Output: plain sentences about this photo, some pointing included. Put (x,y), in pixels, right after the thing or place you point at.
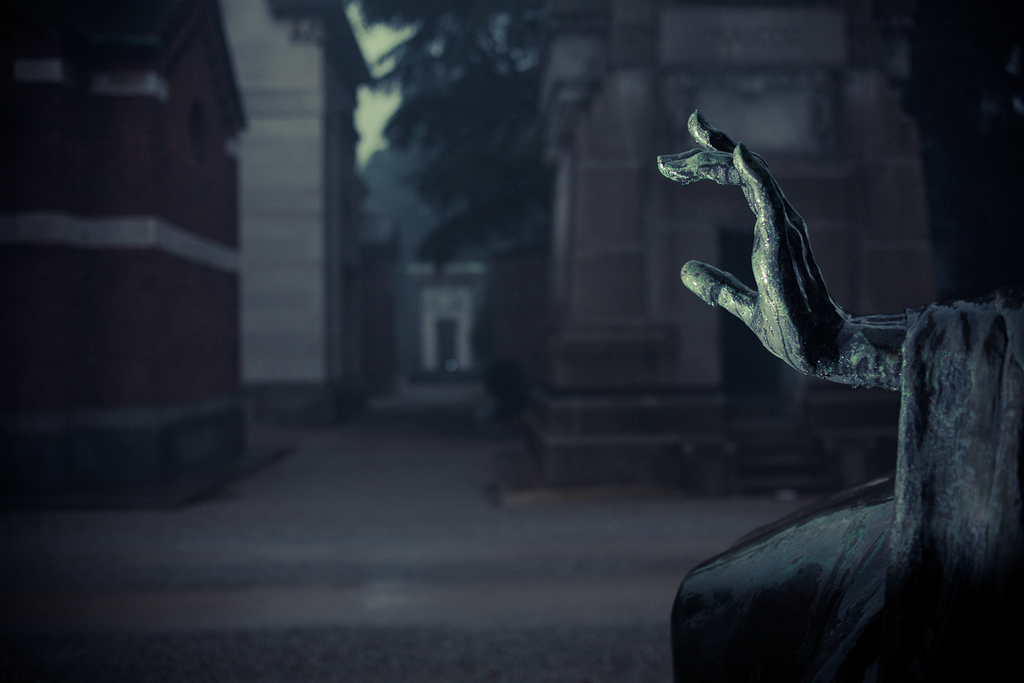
In this color image I can see the hand (791,265) of a statue (923,410) on the right hand side of the image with a blurred background (659,111). I can see some buildings (671,126) and trees (537,221).
